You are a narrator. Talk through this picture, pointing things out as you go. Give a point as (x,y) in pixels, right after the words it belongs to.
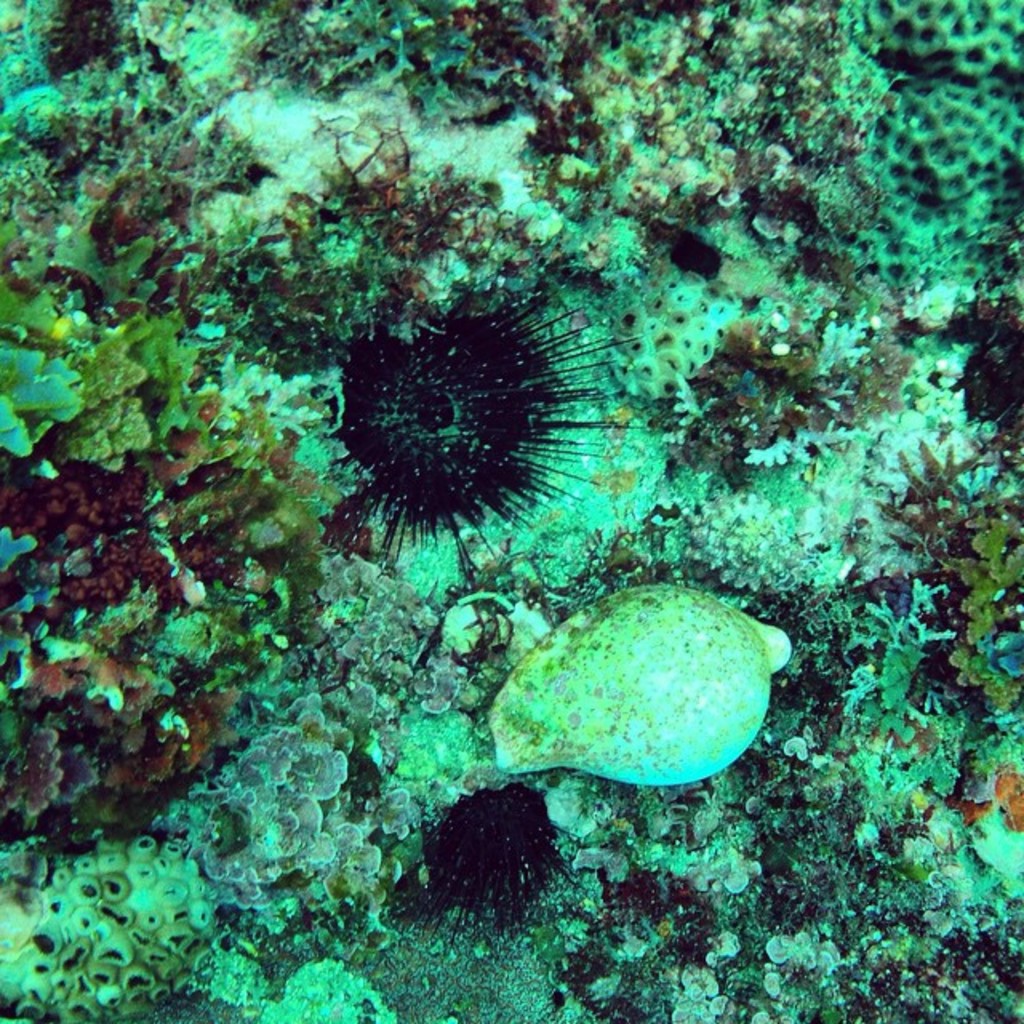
This picture is taken underwater where we can see marine plants (124,168).
